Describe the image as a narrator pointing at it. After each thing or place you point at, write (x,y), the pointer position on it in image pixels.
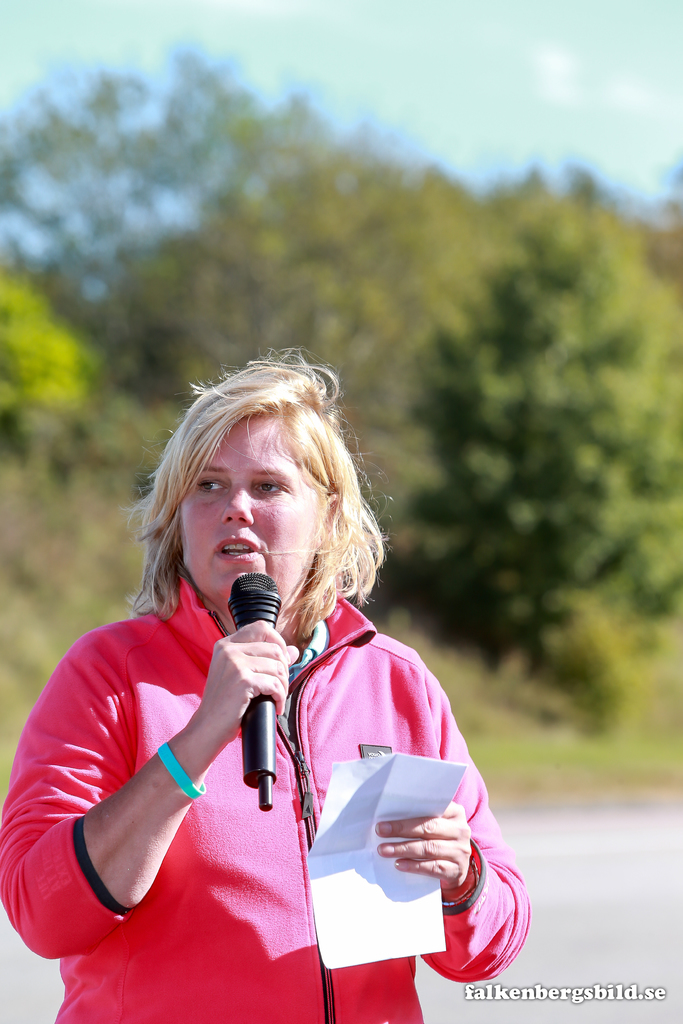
This picture is of outside. In the foreground (259,510) there is a woman (245,840) wearing red color jacket (274,836), holding a paper (384,893) in one hand (420,836) and a microphone (267,733) in another hand (256,667), standing and seems to be talking. In the background (533,126) we can see the sky (443,38), trees (580,288) and grass (627,752). There is a watermark (543,990) on the image.
